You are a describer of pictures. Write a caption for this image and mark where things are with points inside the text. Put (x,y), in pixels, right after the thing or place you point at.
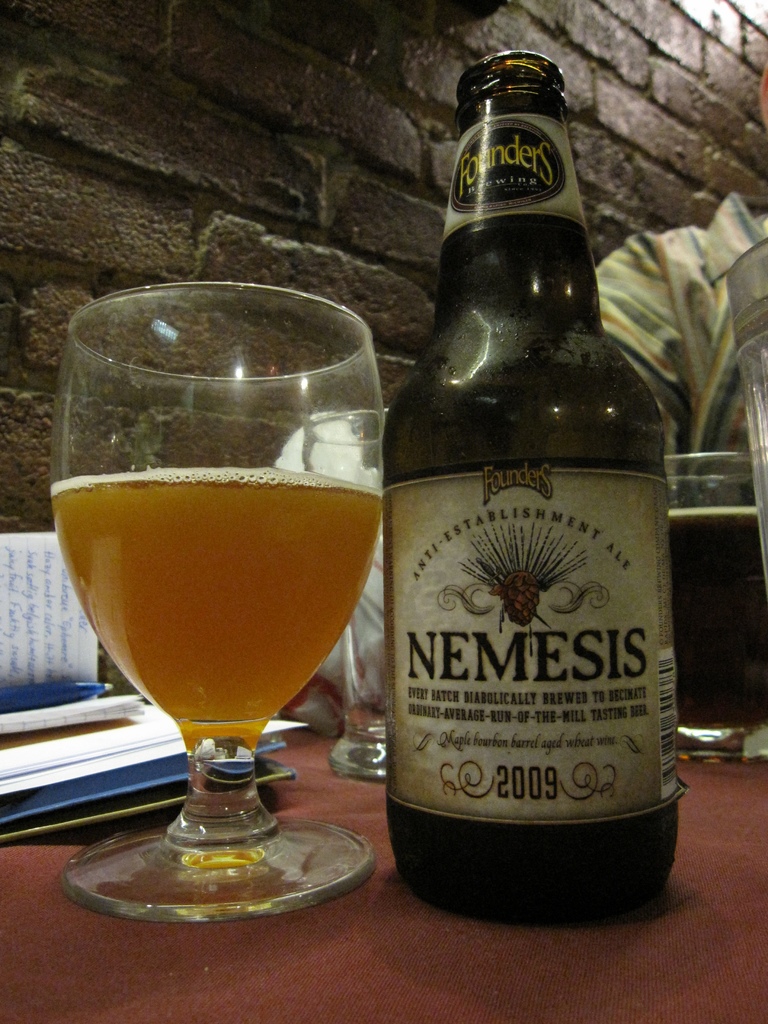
On the table (560,933) we can see a wine glass (350,568), wine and wine bottle (548,846). Here we can see papers (22,608), book (147,782), pen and other objects (759,331). On the right (685,423) there is a man (654,326) is wearing shirt (720,326), sitting near to the brick wall (596,180).
